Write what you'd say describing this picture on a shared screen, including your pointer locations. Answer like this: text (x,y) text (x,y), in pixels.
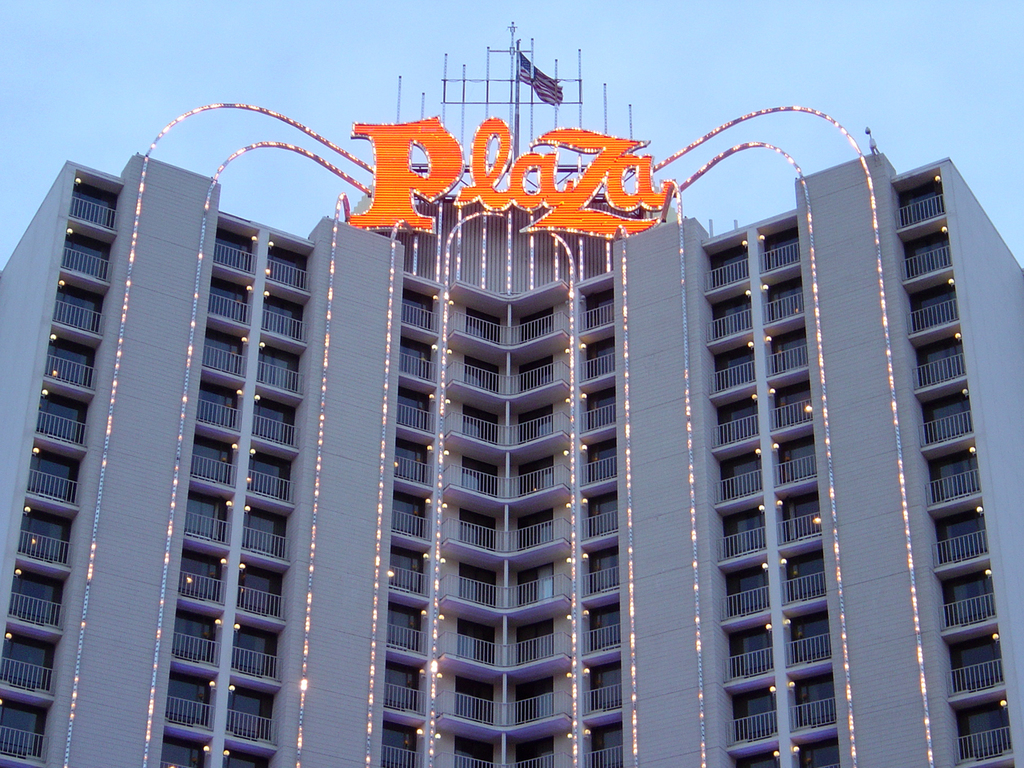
In this image there is a building (636,459) with lighting (659,167). On the top of the building (450,205) there is an orange color word (475,166). Sky (328,78) is visible.
